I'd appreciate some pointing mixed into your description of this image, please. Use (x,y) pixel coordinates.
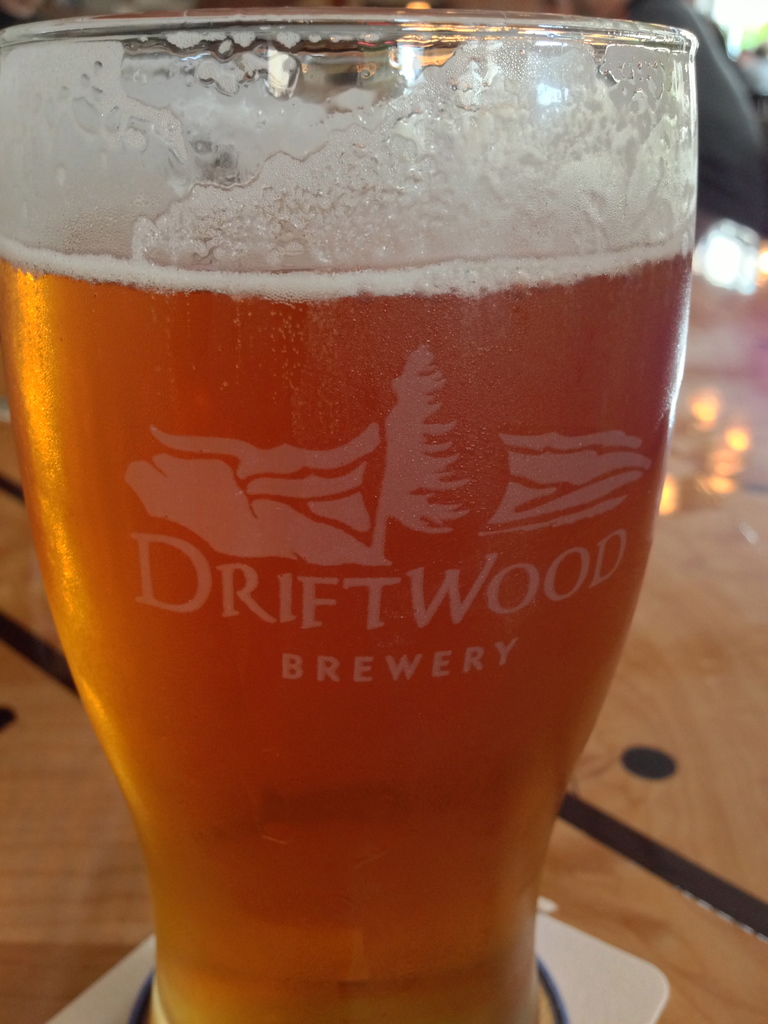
There is a glass (288,450) with some drinks (332,444) in it. On the glass (300,489) there is a logo (319,538) and something is written. And it is on a surface (690,917).
